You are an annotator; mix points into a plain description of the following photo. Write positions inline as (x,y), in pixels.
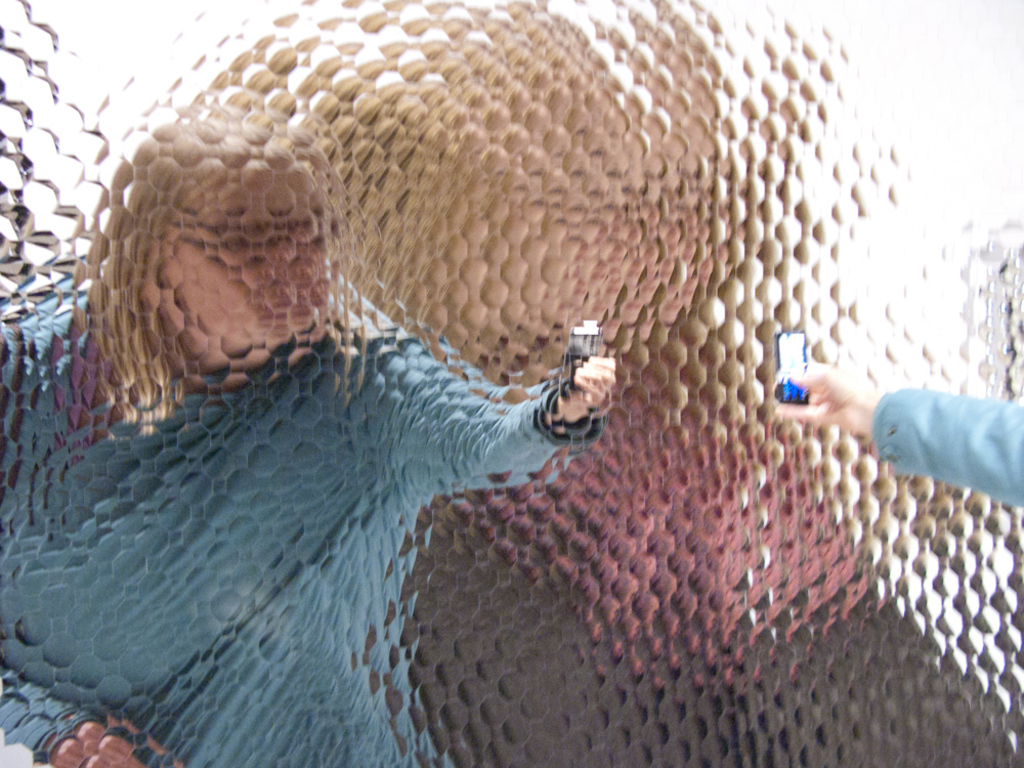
This is glass (746,412). Here we can see a reflection (533,415) of a person (297,450) holding a mobile (598,343).
